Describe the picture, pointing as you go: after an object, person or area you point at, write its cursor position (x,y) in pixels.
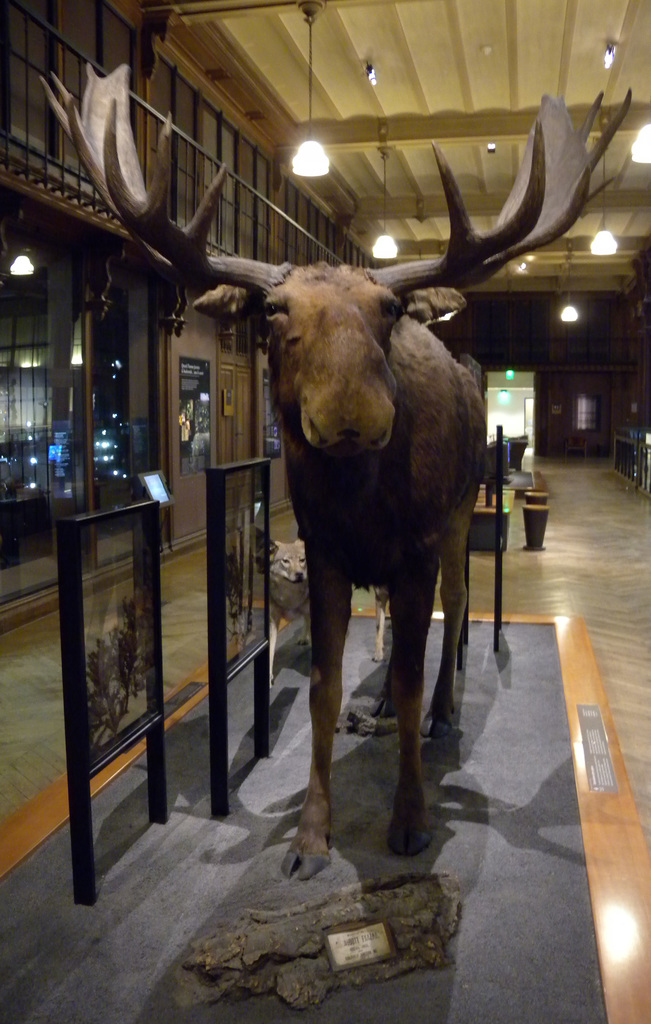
In this image in the center (364,482) there is one moose (364,482), on the left side (143,635) there are some boards (214,623), glass windows (41,364) and doors (243,388). On the top (409,162) there is ceiling (483,216) and some lights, in the background (518,388) there is a wall (512,391), lights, doors (514,444) and some objects (574,441). At the bottom (352,845) there is floor (443,848).
